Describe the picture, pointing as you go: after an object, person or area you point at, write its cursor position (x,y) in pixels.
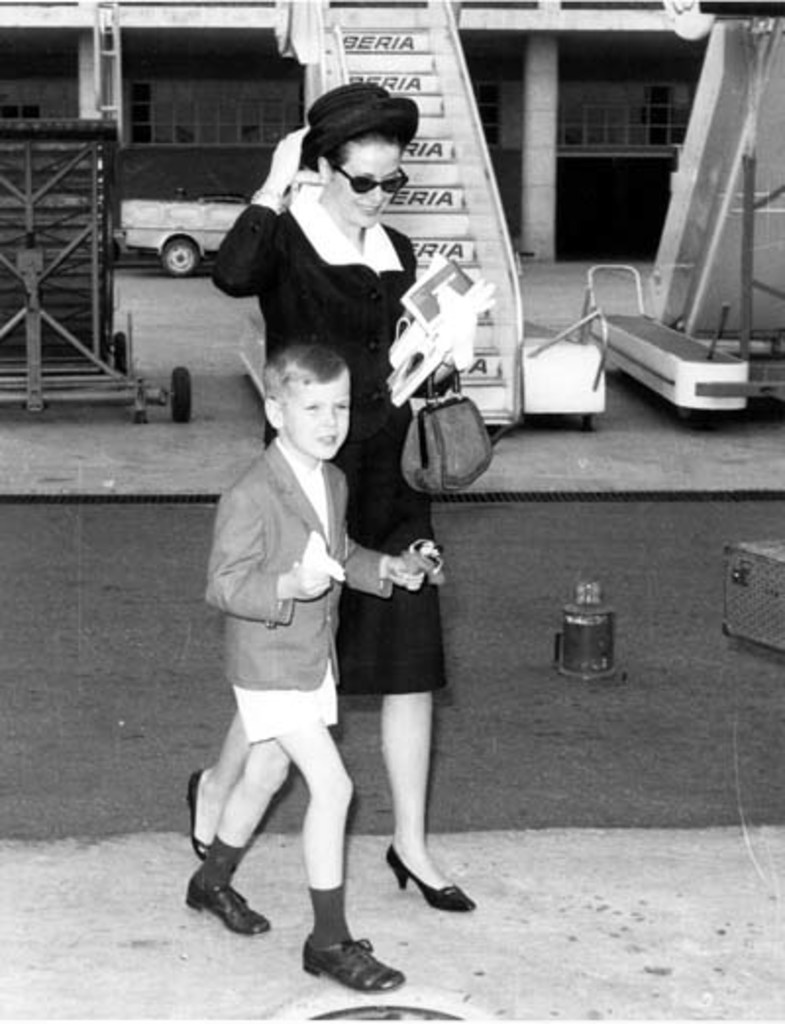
In this black and white image, we can see a staircase (438,208). There is a moving trolley (103,293) in the top left of the image (108,331). There is an object (693,346) in the top right of the image (719,230). There is a vehicle (225,235) in front of the building (204,70). There is a person (343,278) and kid (324,504) in the middle of the image (285,484) wearing clothes (376,442).
